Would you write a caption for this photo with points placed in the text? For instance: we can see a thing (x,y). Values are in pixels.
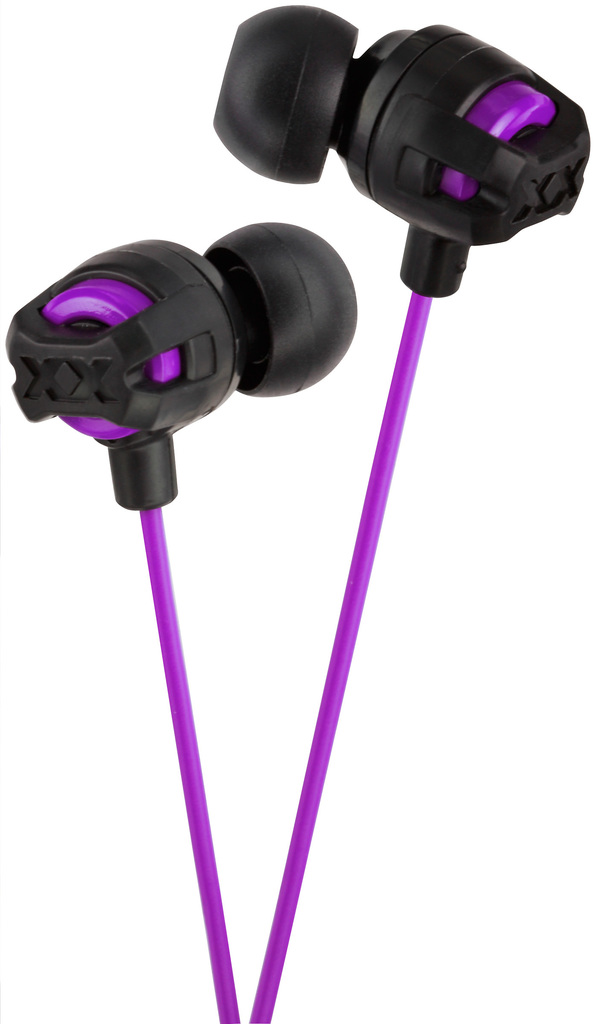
In this image there are earphones (310,770) truncated, the background of the image (113,862) is white in color.
